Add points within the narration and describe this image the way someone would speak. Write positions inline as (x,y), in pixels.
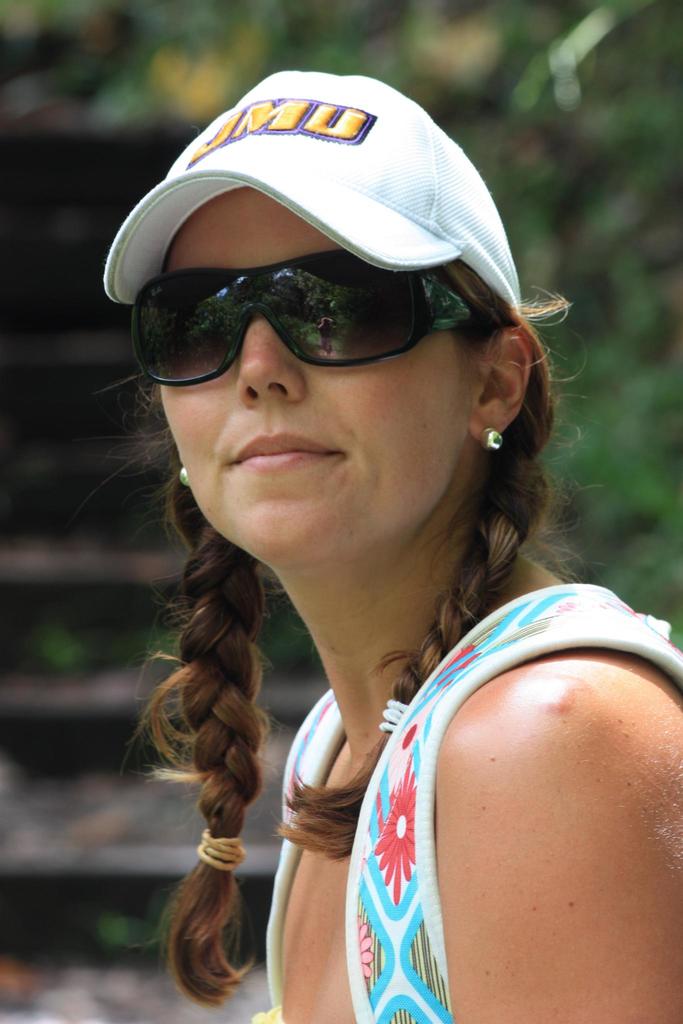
As we can see in the image in the front (434,641) there is a woman (391,265) wearing white color hat (274,133) and goggles (320,330). In the background (110,345) there are stairs (97,143) and trees (497,86). The background (502,11) is blurred.
